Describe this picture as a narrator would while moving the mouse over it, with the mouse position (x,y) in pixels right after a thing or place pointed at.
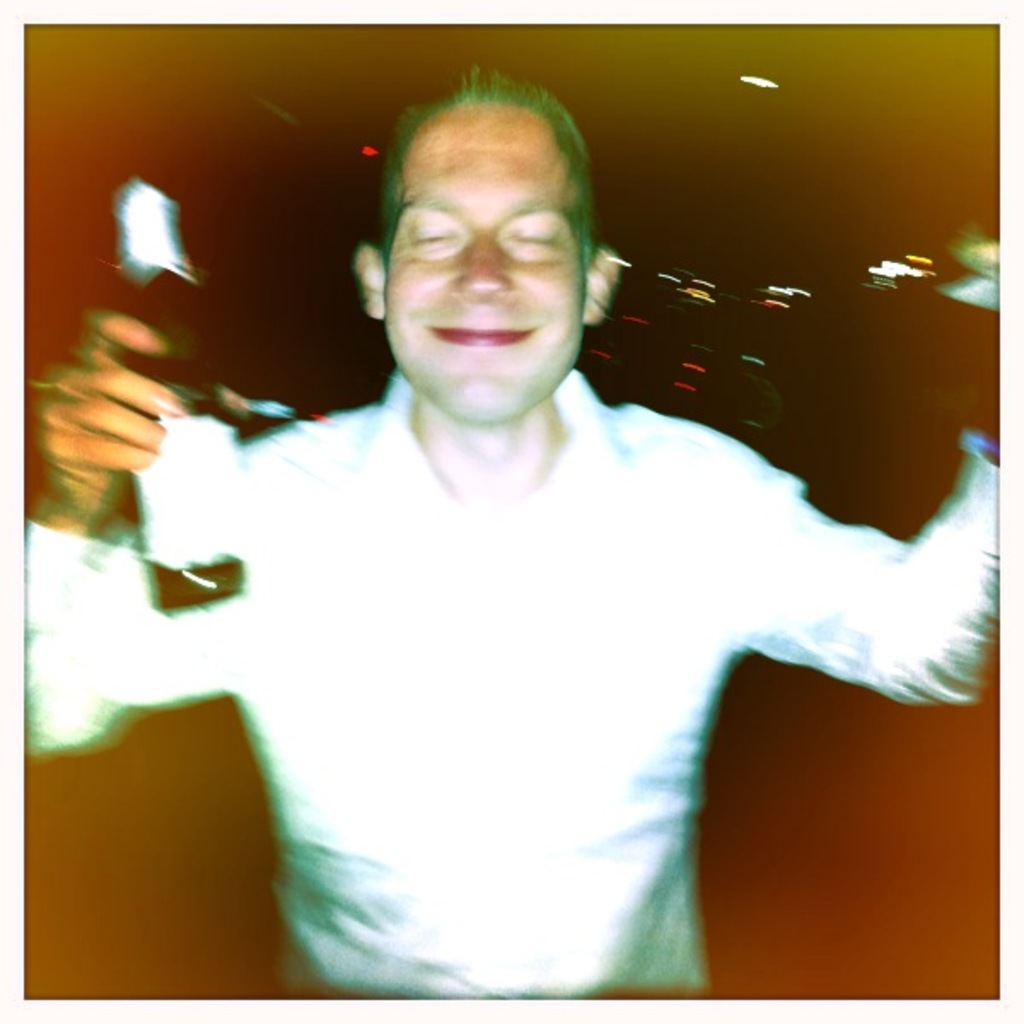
In this picture we can see a man (313,634) holding a bottle (133,268) and behind the man (450,501) there is dark background (658,379) and lights (695,371).
